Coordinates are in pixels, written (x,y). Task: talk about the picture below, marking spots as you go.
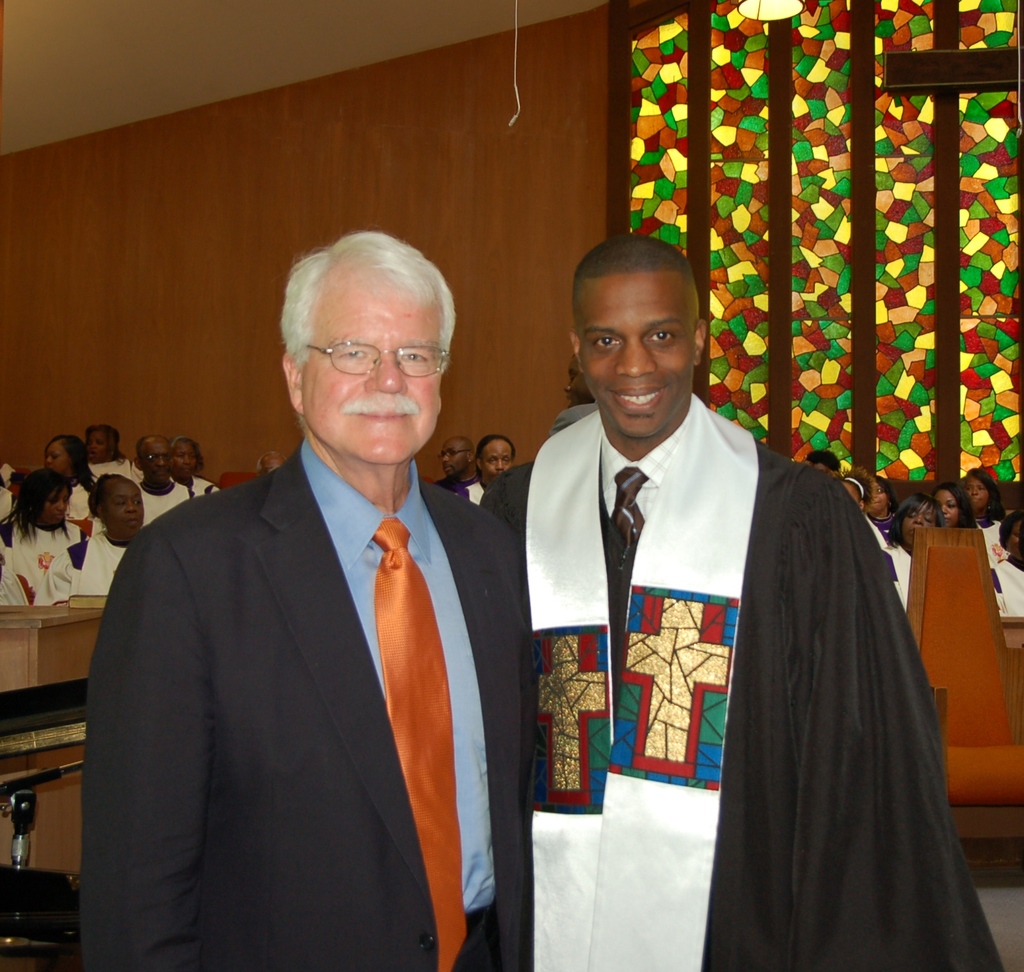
In this picture we can see there are two people (409,732) standing and other people (23,489) are sitting. Behind the two people (150,722) there is a chair (960,643) and tables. Behind the people (381,460) there is a wooden wall (489,189). At the top (893,68) there is a light (769,3) and an object (898,80).
